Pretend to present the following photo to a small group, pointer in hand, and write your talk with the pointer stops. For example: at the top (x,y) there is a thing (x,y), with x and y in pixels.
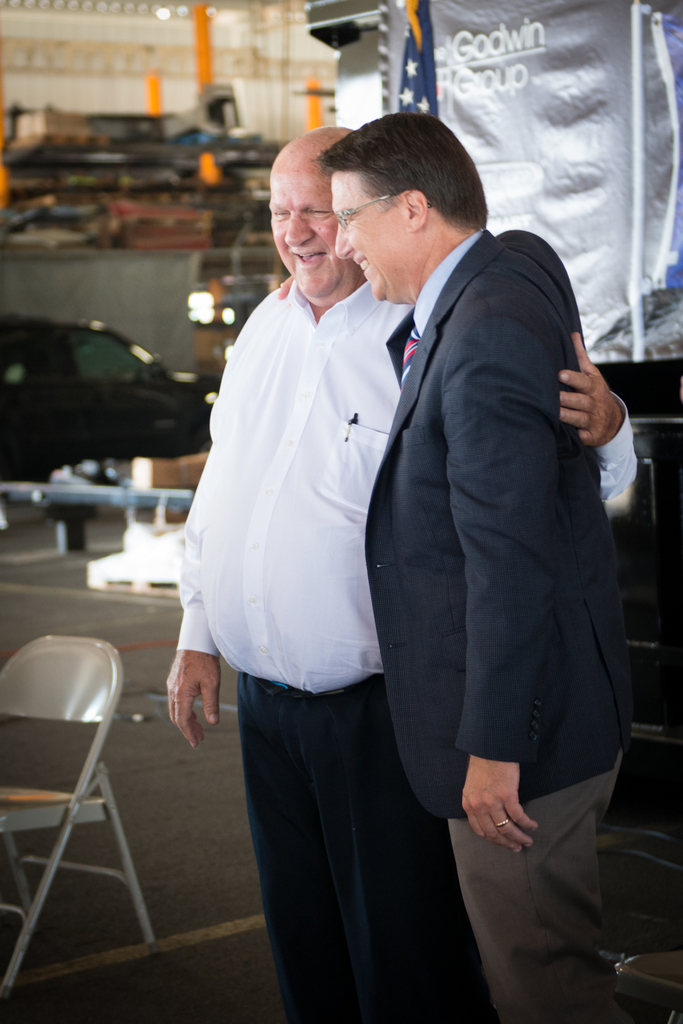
In this image we can see this two persons (306,541) are standing on the floor (48,752). There are chair (60,718), car (62,423) and banners (527,180) in the background (607,21).
